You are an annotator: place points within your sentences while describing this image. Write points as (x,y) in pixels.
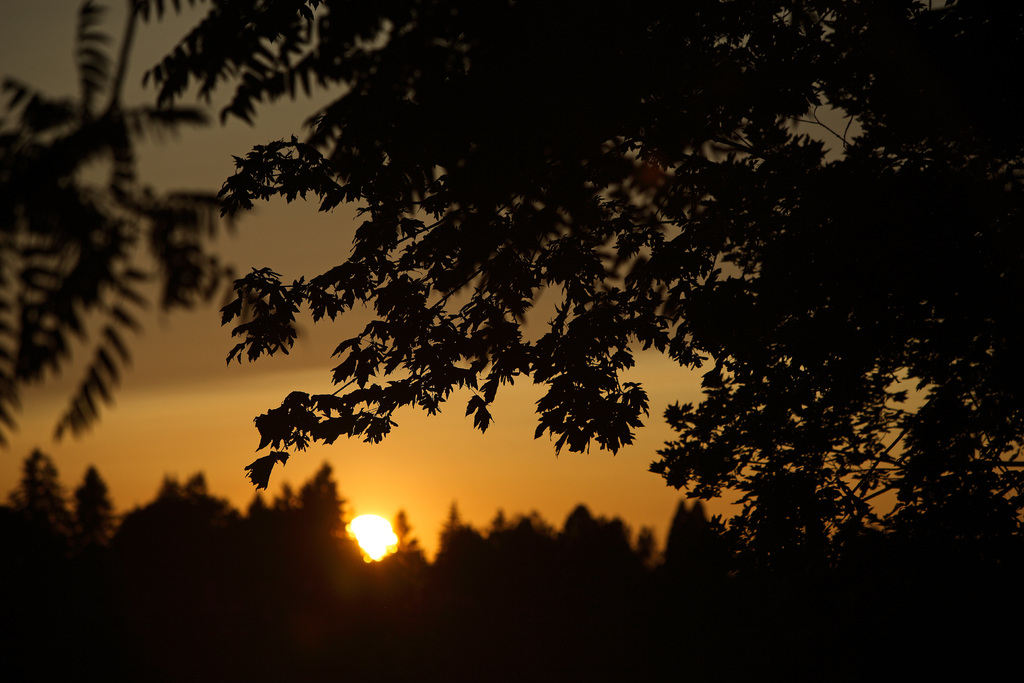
In this picture there is sun (385,521) at the bottom side of the image (351,545) and there are trees (241,584) around the area of the image.
